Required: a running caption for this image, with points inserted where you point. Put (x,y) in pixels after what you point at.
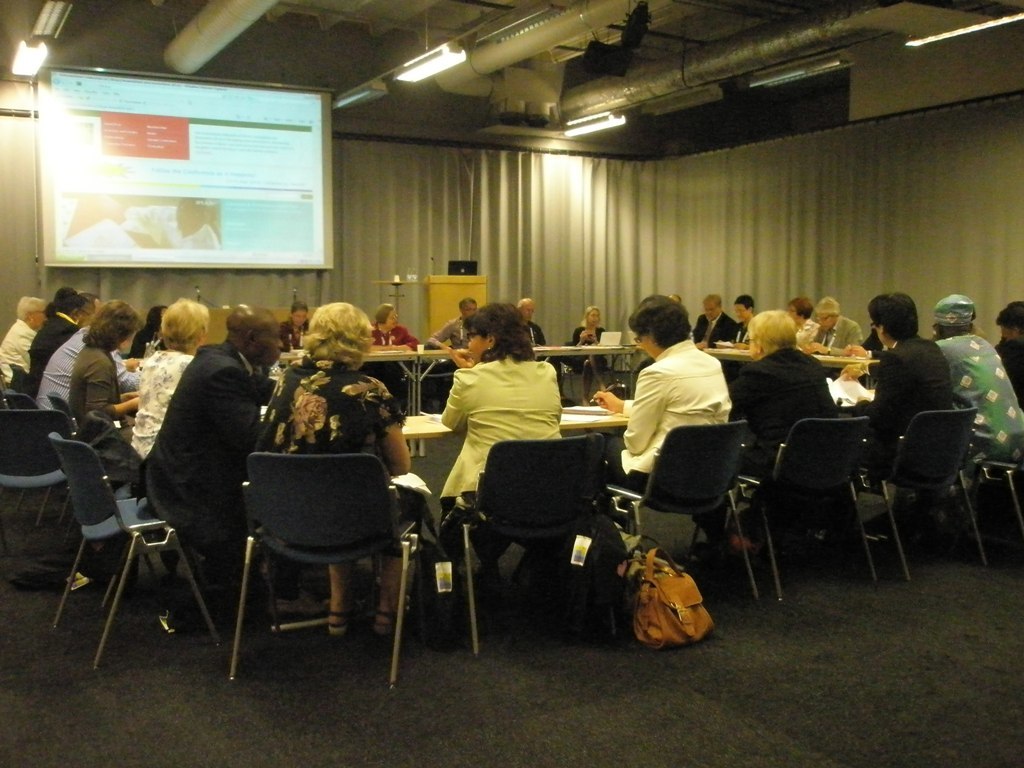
This is a conference room (890,179) where we can see a big screen (199,215) and some lights (779,81) and also some group of people (903,348) sitting on the chairs (523,448) in front of the desk (429,417) on which there are some papers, laptops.
